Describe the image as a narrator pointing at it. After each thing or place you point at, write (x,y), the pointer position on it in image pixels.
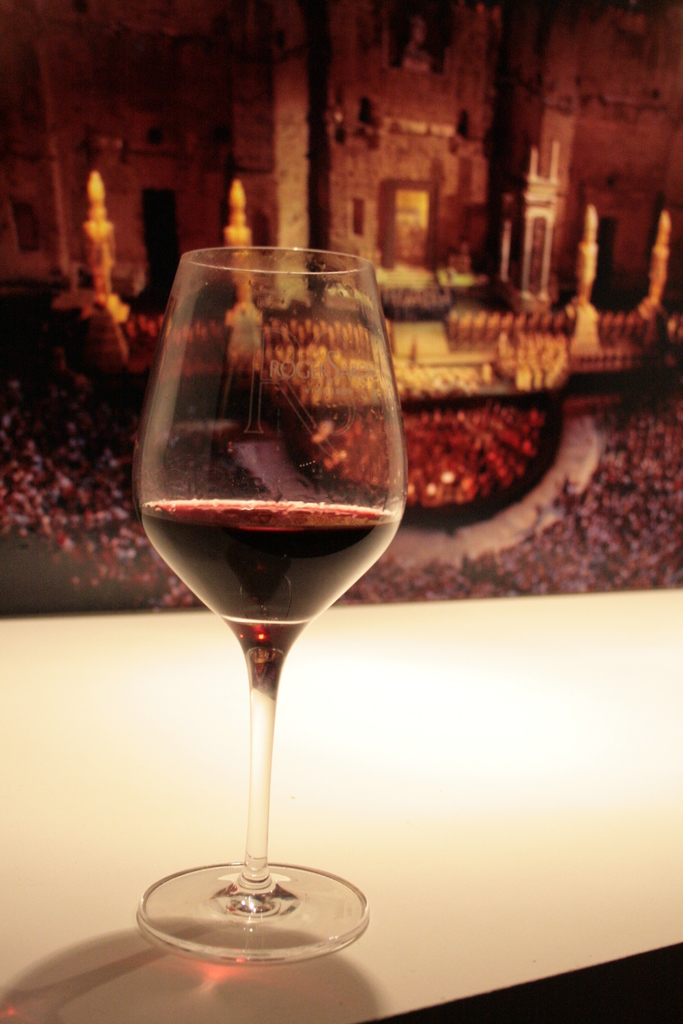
In this image I can see a glass (170,888) on the table (152,864), in the glass (240,499) I can see some liquid (229,545). Background (13,161) I can see a building (351,237).
